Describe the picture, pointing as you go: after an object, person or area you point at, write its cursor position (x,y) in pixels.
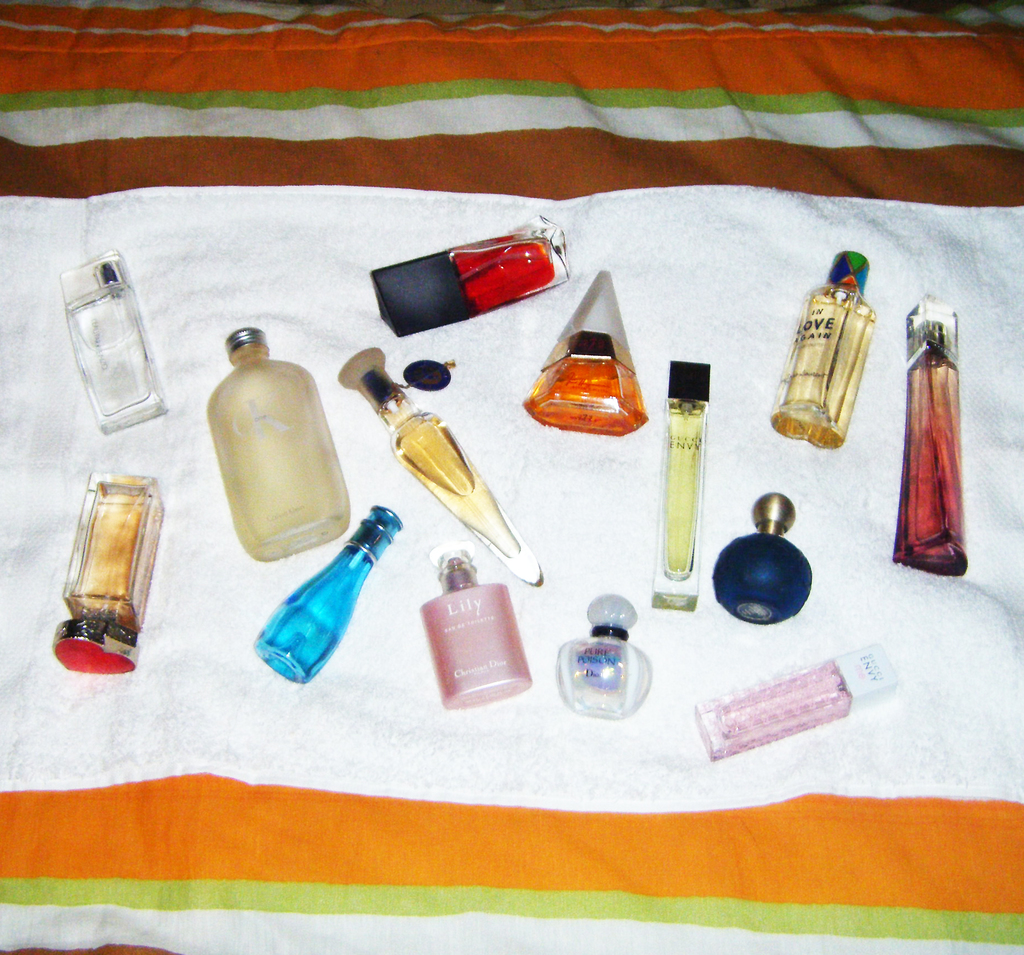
In the picture we can see some items (675,595) like perfume bottles (660,599), sprays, with different colours and brands. Those bottles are placed on one cloth (582,490). The cloth (558,537) is in white, orange and brown in colour.
